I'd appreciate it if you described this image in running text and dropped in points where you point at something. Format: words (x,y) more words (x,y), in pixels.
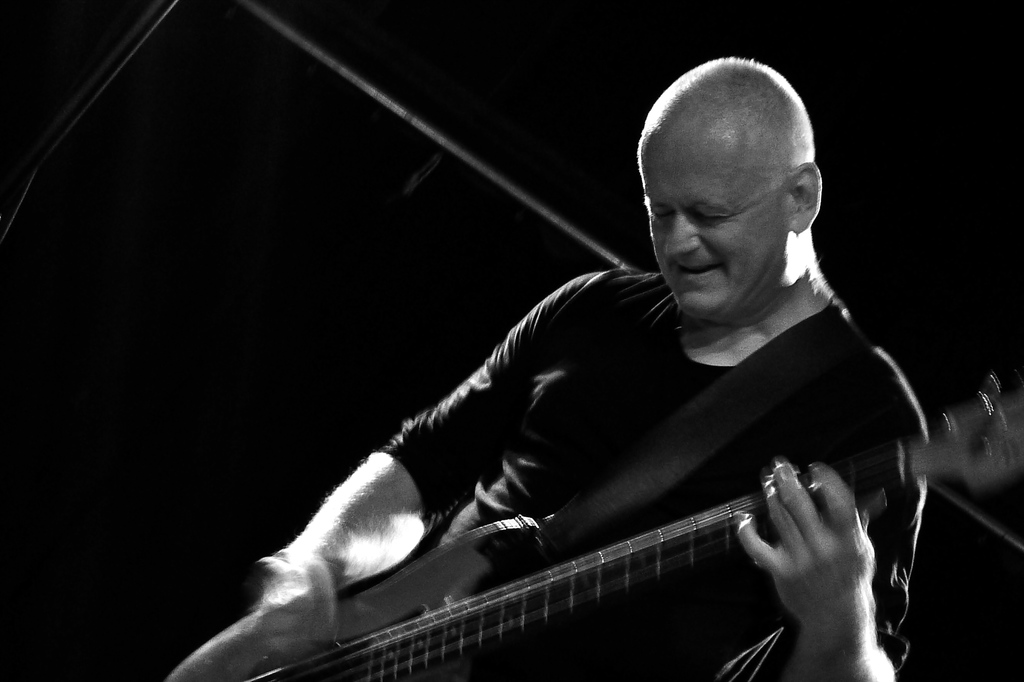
It is a black and white image. In this image we can see the man (698,198) playing the guitar (866,458). In the background (65,390) we can see some rods (425,130) and the background (934,620) is in black color.
